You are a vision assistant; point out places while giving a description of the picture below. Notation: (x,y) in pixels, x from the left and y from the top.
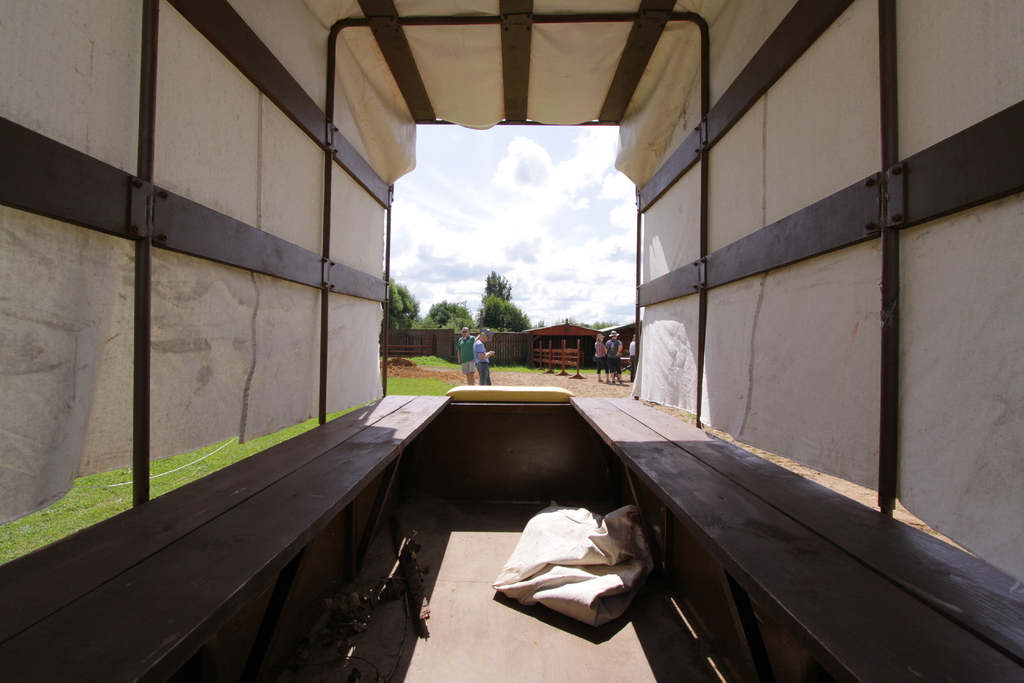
In this I can see it looks like an inside part (801,608) of a vehicle (739,570). In the middle (468,353) there are few people (485,366), at the back side (439,315) there are trees (487,299). At the top (513,195) it is the sky (532,215).
